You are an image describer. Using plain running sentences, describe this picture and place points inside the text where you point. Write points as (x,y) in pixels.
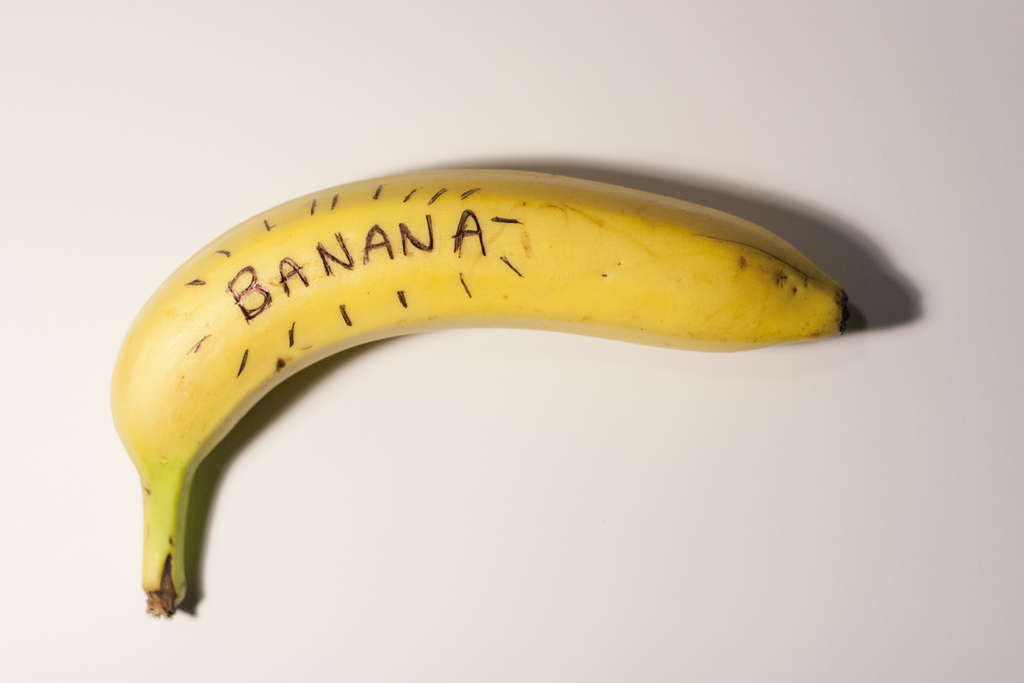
In this image I can see the banana (355,273) on the white color surface (96,615) and the banana (304,260) is in yellow color.
